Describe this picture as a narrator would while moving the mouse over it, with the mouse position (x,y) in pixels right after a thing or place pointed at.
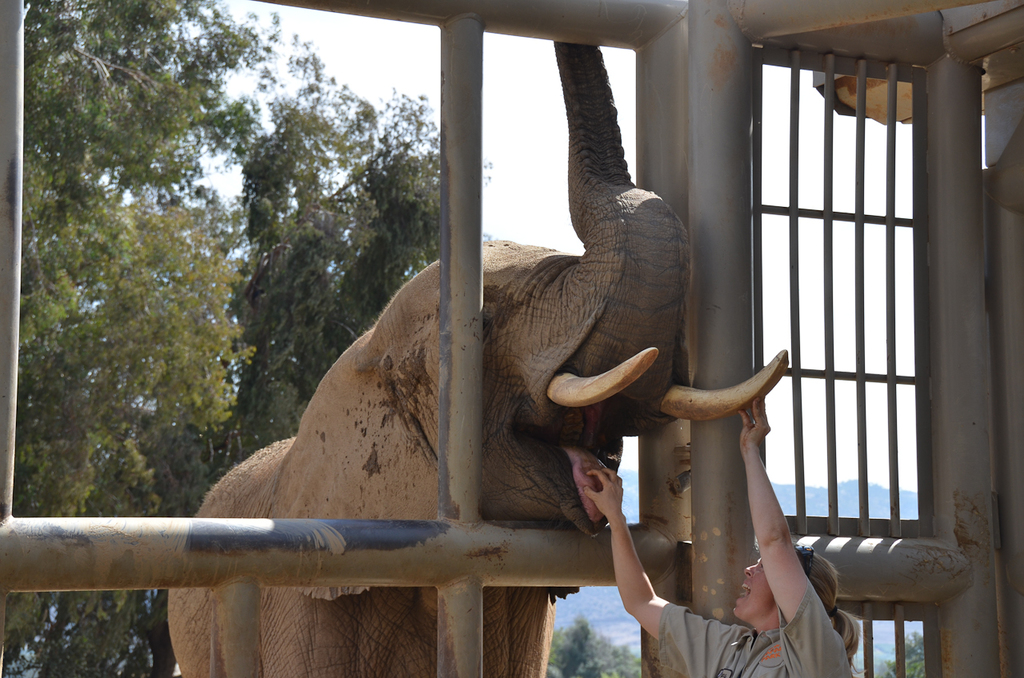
In the image in the center (597,440) we can see fence (709,499), one elephant (366,470) and one woman (815,567) standing and holding elephant tongue (583,457). In the background (279,180) we can see sky (525,154), clouds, hill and trees (251,318).
